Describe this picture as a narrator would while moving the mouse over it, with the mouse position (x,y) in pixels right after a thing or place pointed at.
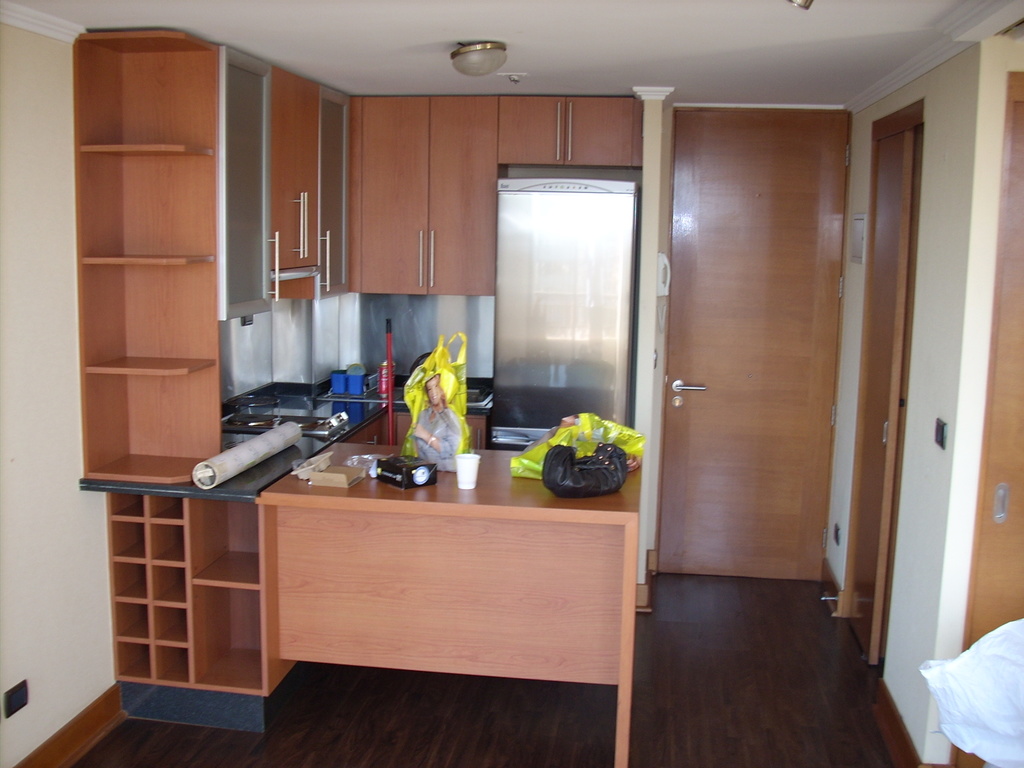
This is the picture of a kitchen (286,455) where we can see cupboards (461,222), refrigerators (557,274), table (478,494), sink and container (340,383). On the top of the table (630,487) plastic bag (438,447), cup (464,469) and black color bag (554,480) is present. To the right side of the image (748,329) doors (772,304) are there. The roof (690,6) is in white color.
